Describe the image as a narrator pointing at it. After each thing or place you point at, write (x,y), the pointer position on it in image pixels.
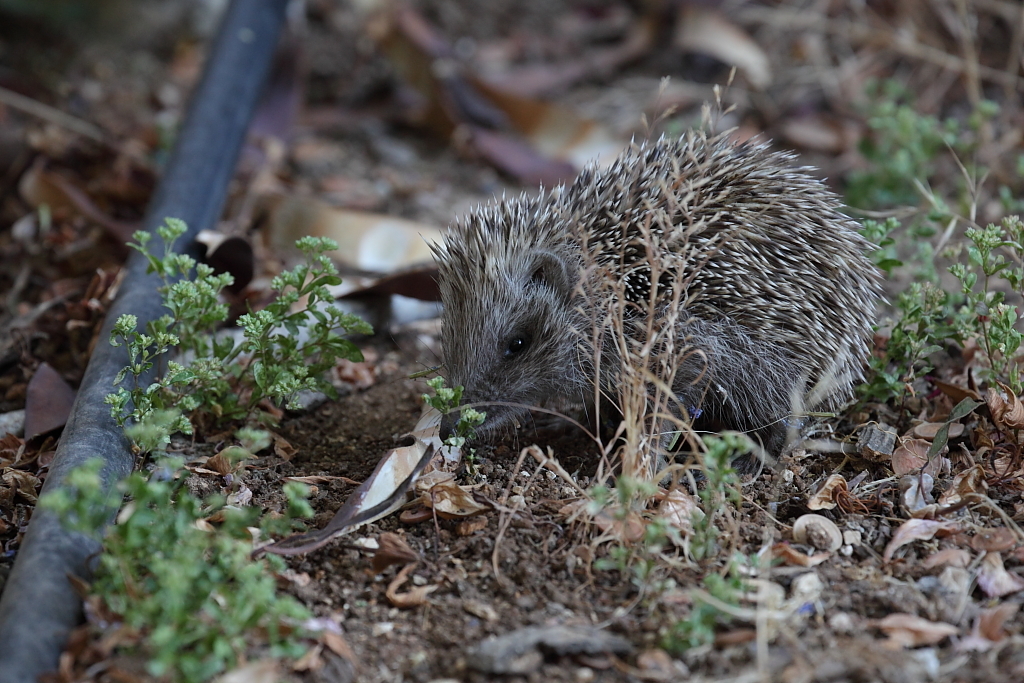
In this picture we can see a hedgehog (555,337) on the land (264,496), side we can see grass (158,437).
